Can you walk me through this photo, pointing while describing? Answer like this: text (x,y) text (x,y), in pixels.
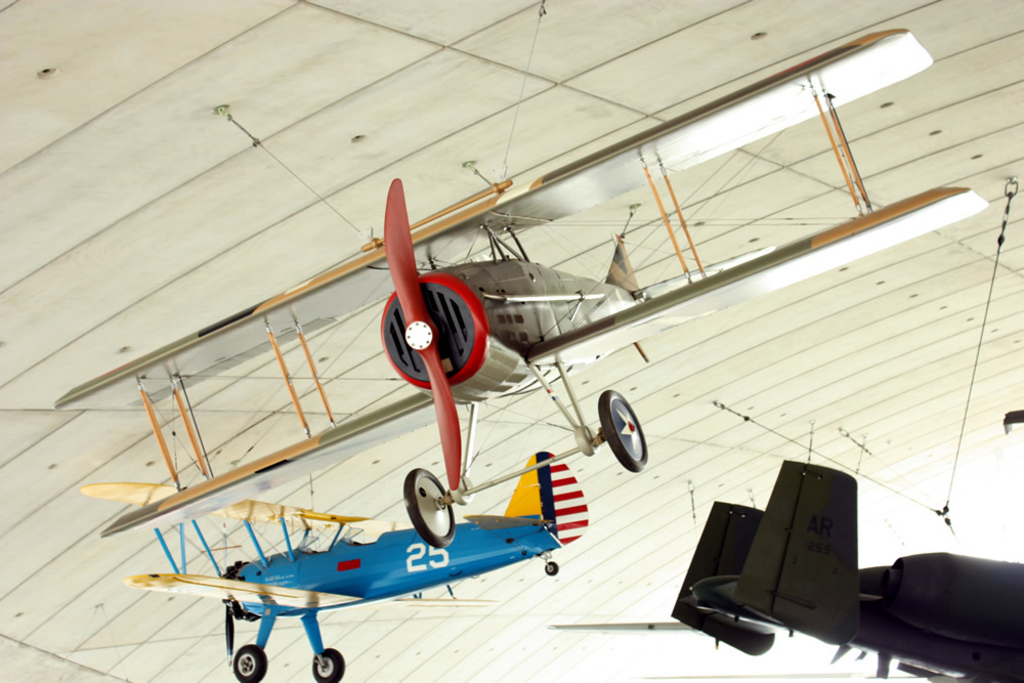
This picture is clicked inside. In the center (467,282) we can see the aircrafts (489,526) of different colors are hanging on the roof (557,48). At the top (445,80) we can see the roof (290,347).
